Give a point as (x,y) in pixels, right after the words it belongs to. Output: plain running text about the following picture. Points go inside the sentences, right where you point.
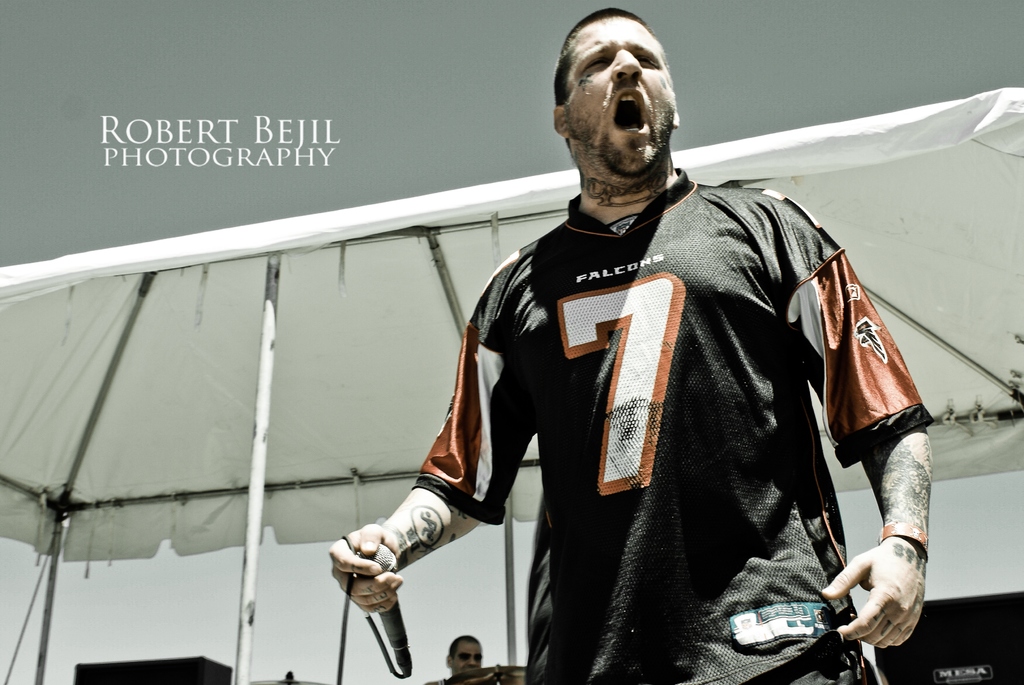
In this image we can see one person (724,430) standing and holding the microphone (395,556), beside that we can see a tent (187,417), near that we can see some written text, at the top (350,127) we can see the sky (346,124), at the bottom (167,674) we can see few objects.
